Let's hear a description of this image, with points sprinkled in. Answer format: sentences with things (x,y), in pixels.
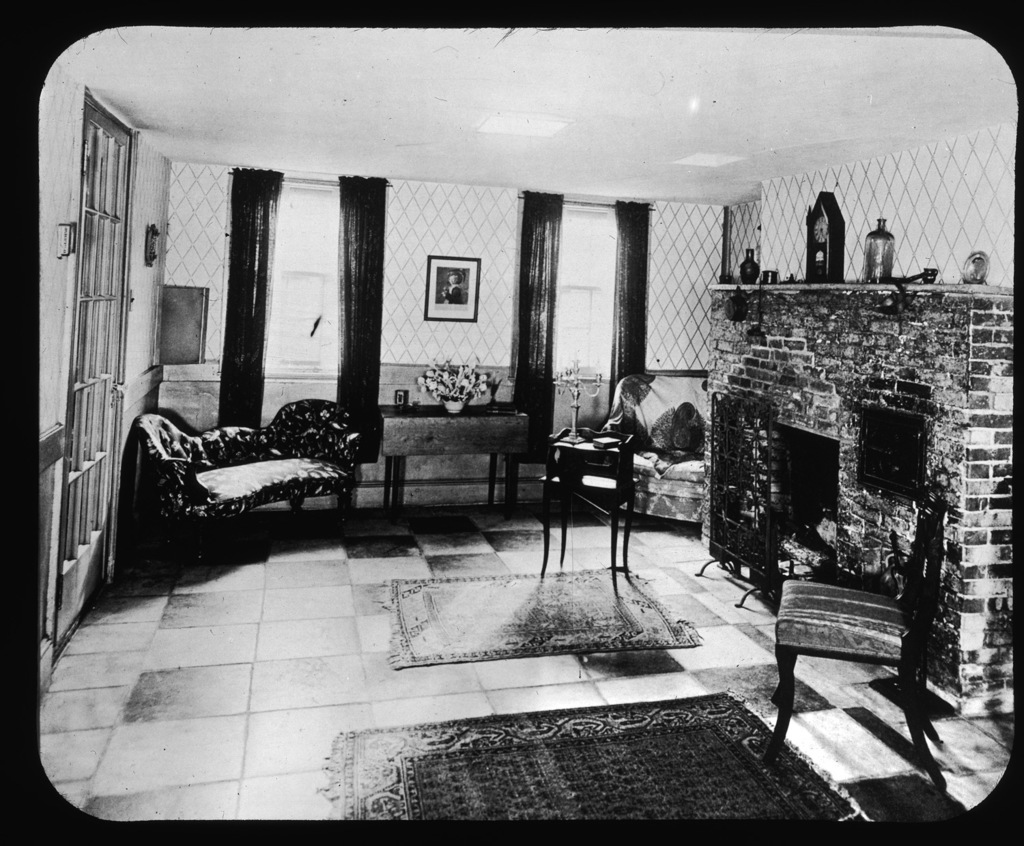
Here we can see a photograph (974,766) and on the right side (877,421) we can see a fireplace (806,478) and there are couple of chairs (922,574) present and there is a sofa (294,510) present and here we can see windows (287,195) present on wall (515,198) with curtains (376,259) to it and there is a portrait (440,297) present on the wall (442,325) and there are carpets (393,731) present on floor (327,815).
